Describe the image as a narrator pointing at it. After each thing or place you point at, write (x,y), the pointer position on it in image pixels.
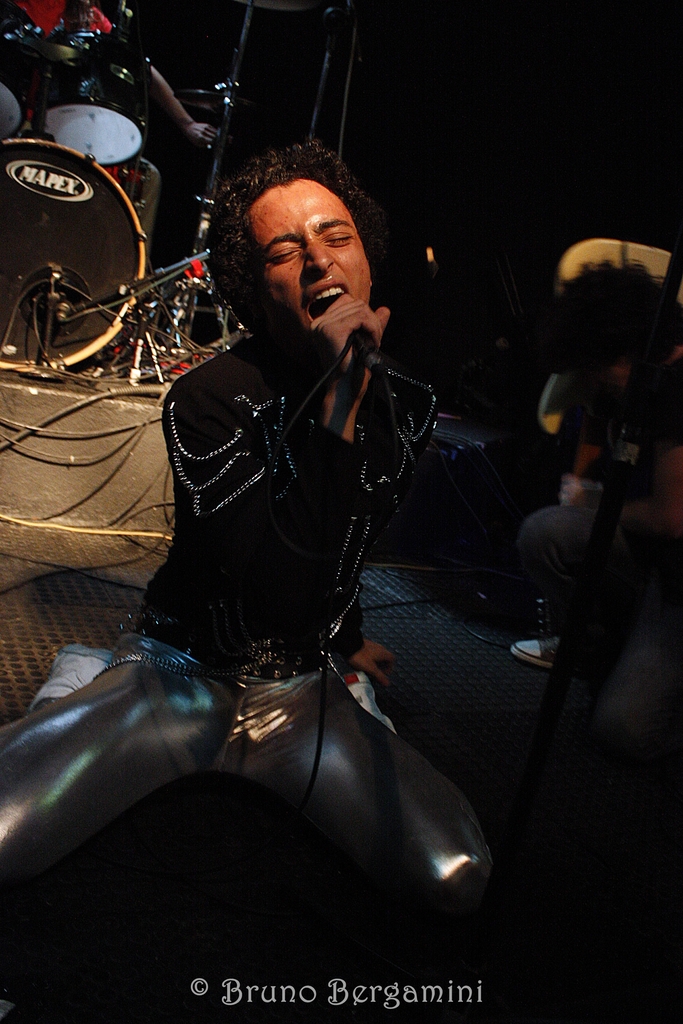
In this picture we can see a man (31,749) who is sitting on the floor (268,966). He is singing on the mike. And in the background (108,218) we can see some musical instruments (146,249).
